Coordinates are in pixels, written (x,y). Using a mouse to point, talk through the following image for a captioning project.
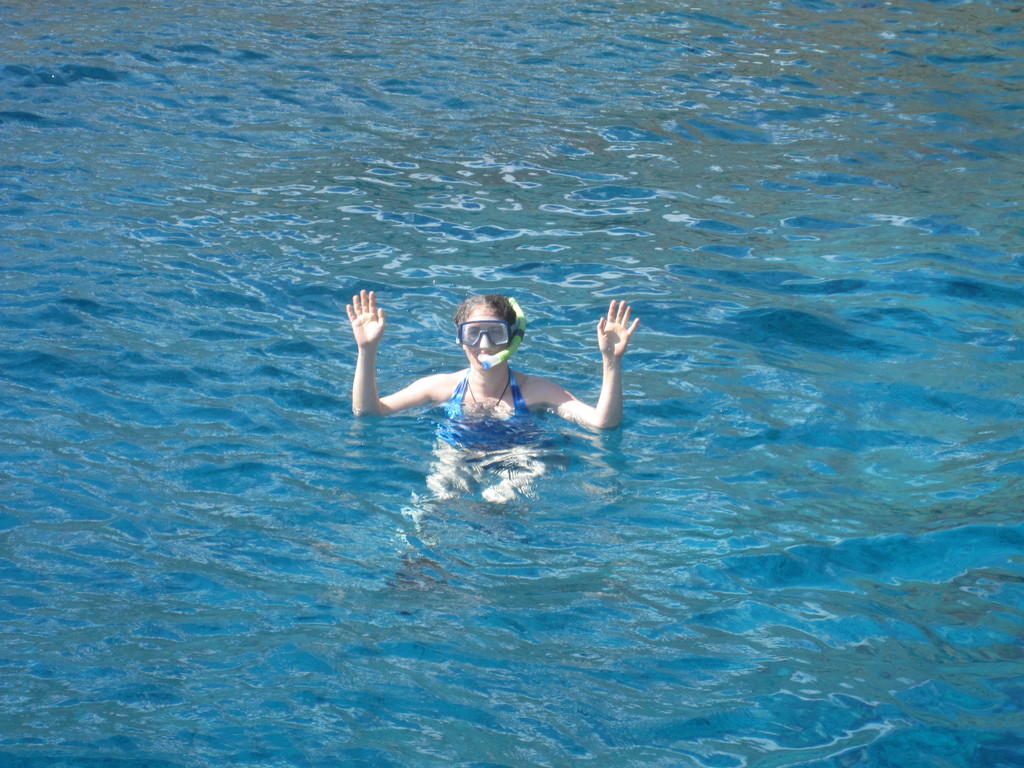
In this image, in the middle (491,370), we can see a woman (508,377) snorkeling on the water (249,555). In the background (889,117), we can see a water (693,385).
